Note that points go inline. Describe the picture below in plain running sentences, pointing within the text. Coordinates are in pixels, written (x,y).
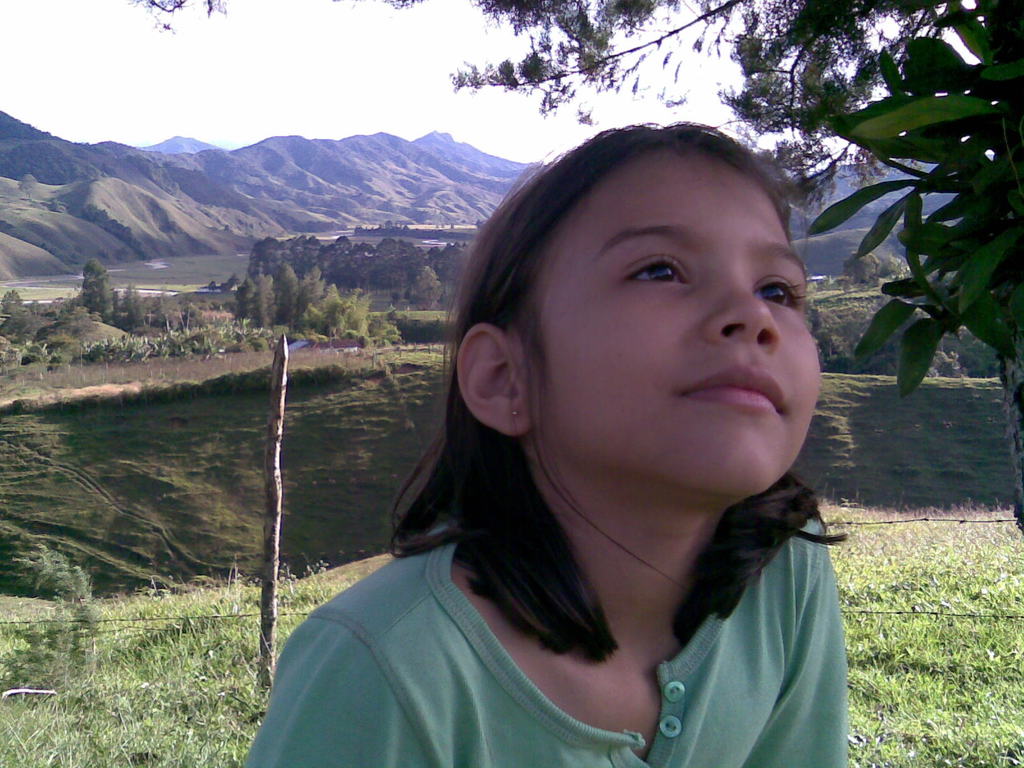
In this picture I can observe a girl (539,633) wearing green color T shirt (723,684). On the left side (265,689) I can observe a pole (283,377). In the background (256,301) there are trees (332,256), hills (205,175) and sky (280,93).
